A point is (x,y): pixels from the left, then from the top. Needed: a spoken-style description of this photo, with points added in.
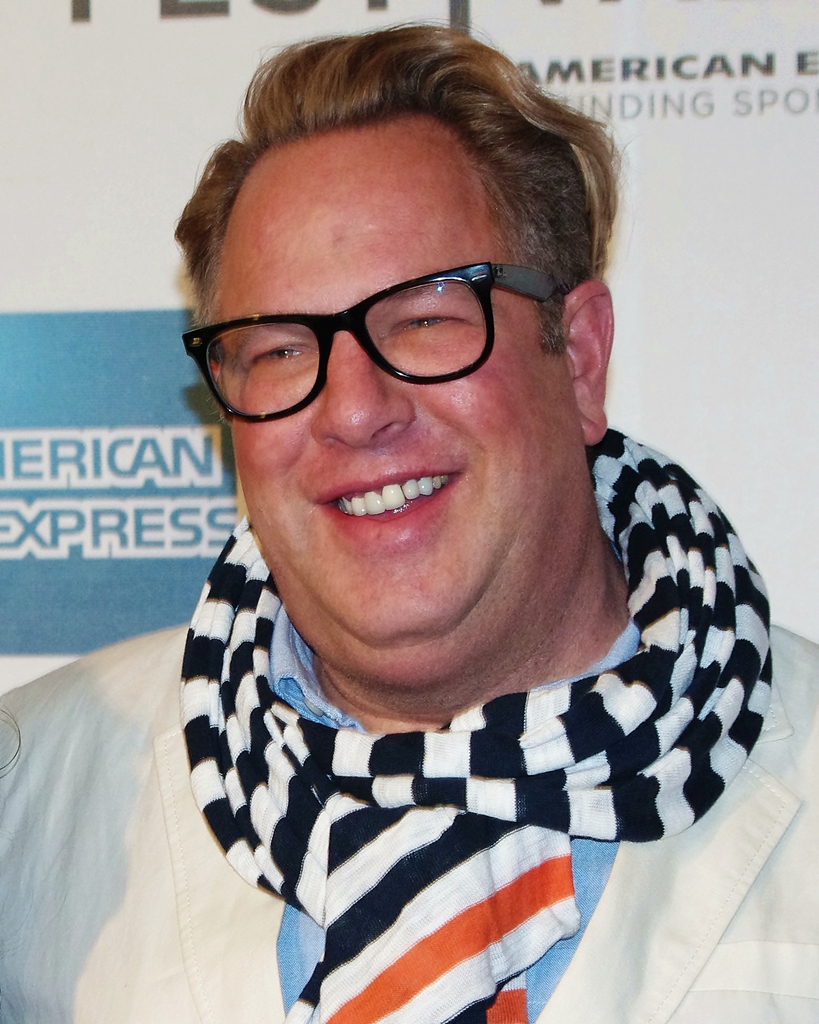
There is a man (439,308) smiling and wore spectacle (251,344). Background (688,20) we can see banner (166,171).
